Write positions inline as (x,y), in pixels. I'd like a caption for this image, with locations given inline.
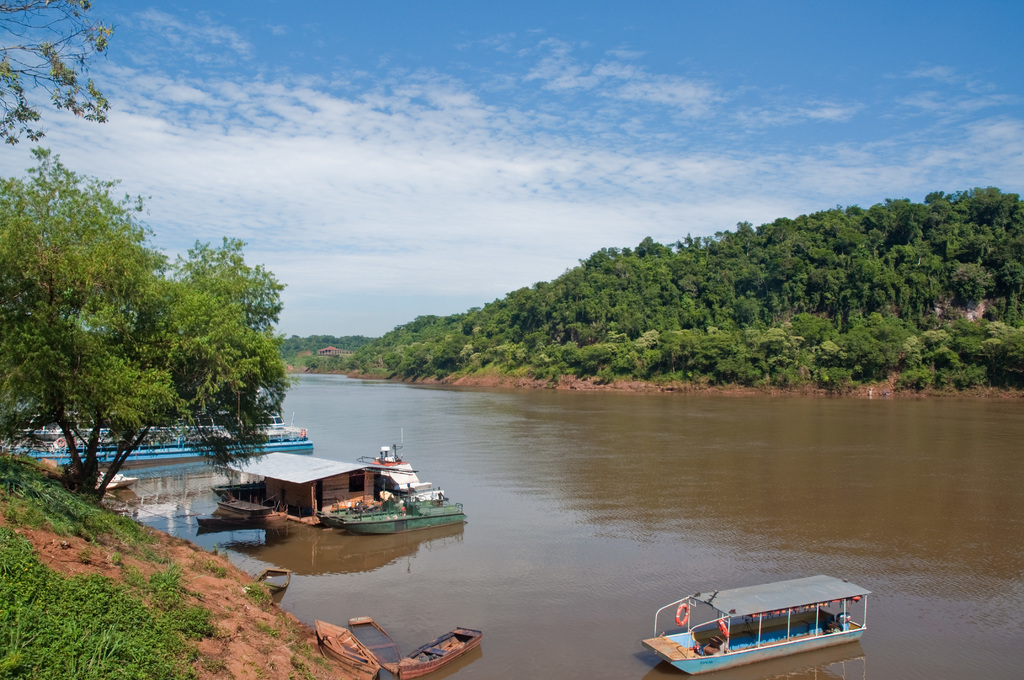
In this image there is a river (878,536) with some boats (380,513) beside that there are mountains (535,307) with trees (863,276) and clouds (761,204) in the sky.
